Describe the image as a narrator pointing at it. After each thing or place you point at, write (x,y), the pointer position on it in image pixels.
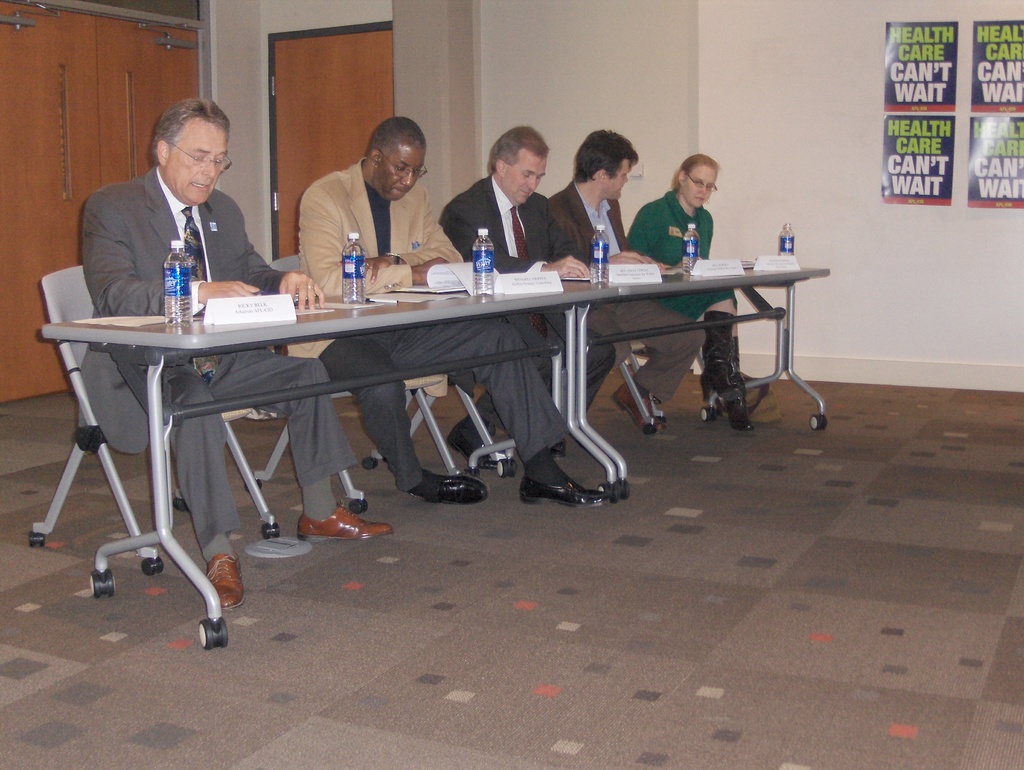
These five persons (442,225) are sitting on the chair (71,297). There is a table (568,317). On the table (563,287) we can see paper (468,274), name board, bottle (482,289). This is floor (667,637). On the background (615,101) we can see wall (632,55), posters (904,99).
